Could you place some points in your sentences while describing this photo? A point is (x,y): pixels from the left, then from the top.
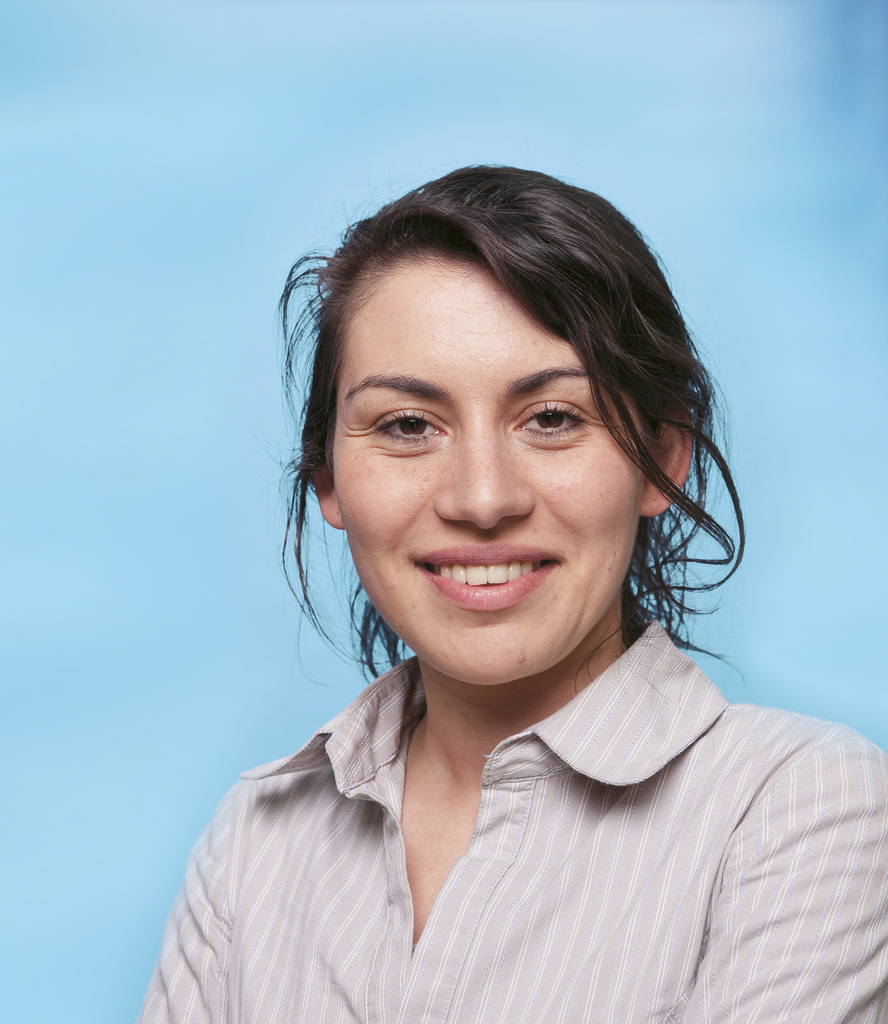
In this picture I can see a woman (428,735) and I can see smile on her face (607,569) and I can see a blue color background (309,345).
